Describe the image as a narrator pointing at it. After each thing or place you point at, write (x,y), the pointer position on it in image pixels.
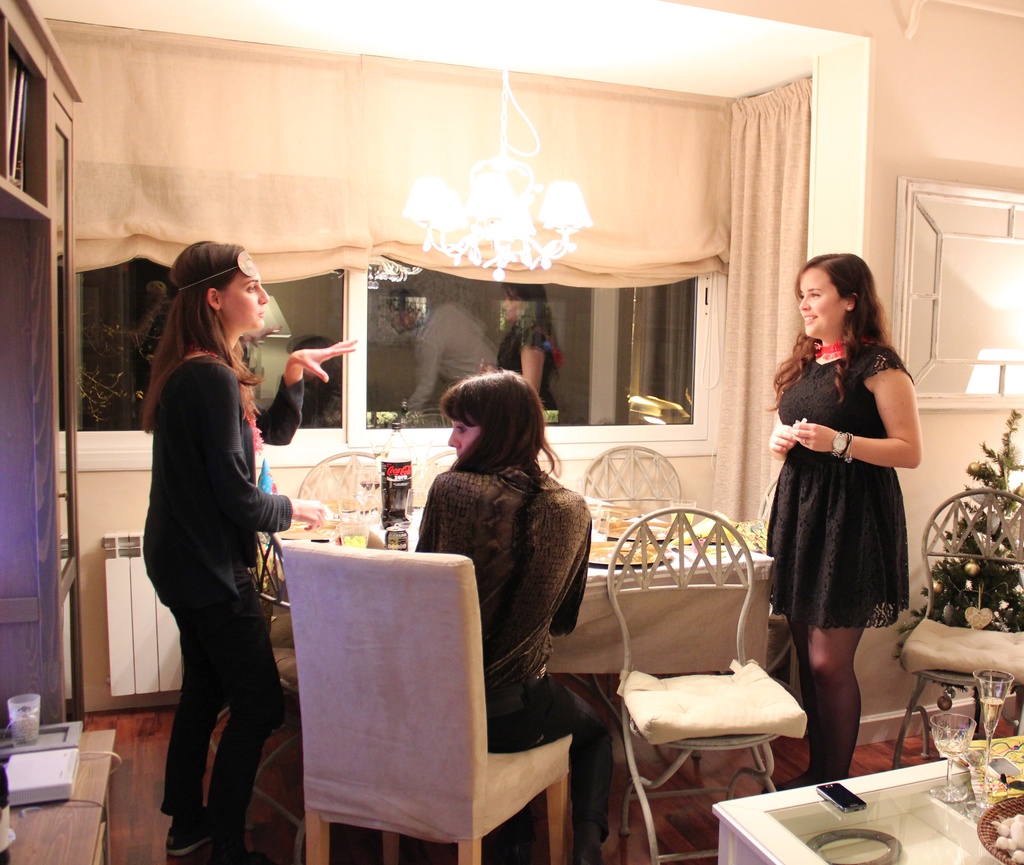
In this picture we can see two woman (820,264) standing and talking and smiling and here woman (522,647) sitting on chair (445,603) and in front of them there is table (411,529) and on table (368,508) we can see glass (419,515), plate (628,543) and in background (561,364) we can see curtain (405,206), window (472,302), wall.
